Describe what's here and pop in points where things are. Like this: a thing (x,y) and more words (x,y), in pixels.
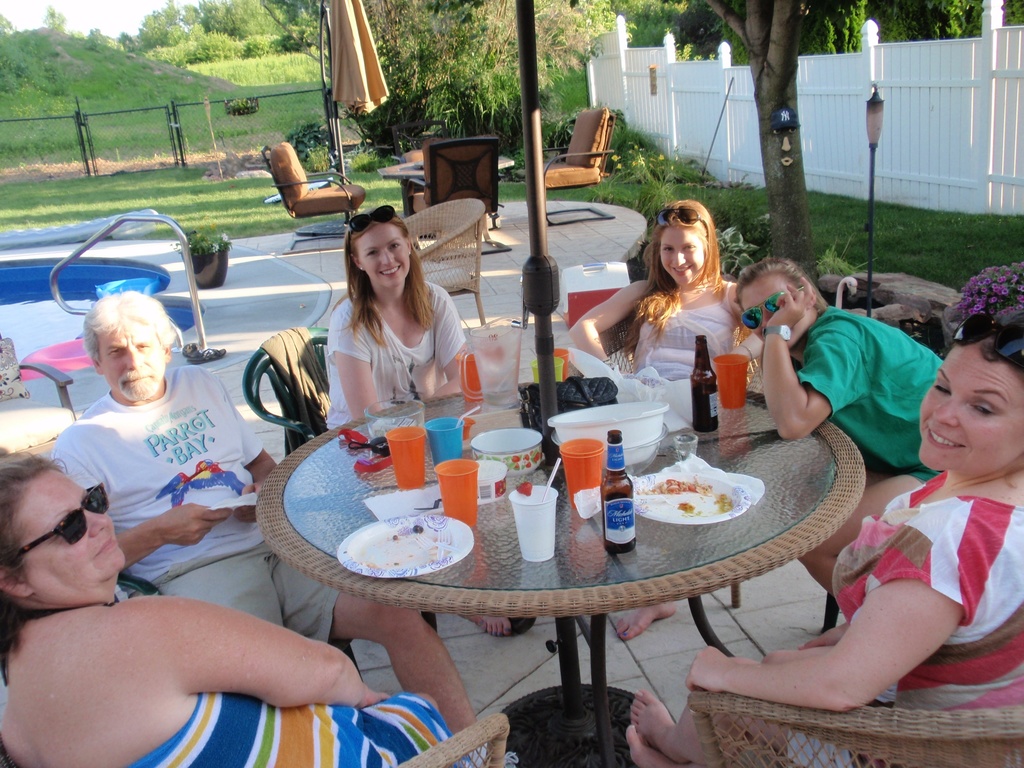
This image is clicked in a garden (891,156). There are six persons (217,488) in this image. They are sitting in front of a table (274,491). On which, there are bottles (617,450), glasses (564,465), bowls (652,445) and plates (420,524). To the right (915,490), the woman (936,553) is sitting in a chair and wearing a red and white dress (898,568). In the background (160,112) there is fencing (596,87), grass (140,193), trees (187,43). To the left (41,299) there is a swimming pool (83,303). To the right (869,122) there is a tree (795,184) and a light pole (874,128).
